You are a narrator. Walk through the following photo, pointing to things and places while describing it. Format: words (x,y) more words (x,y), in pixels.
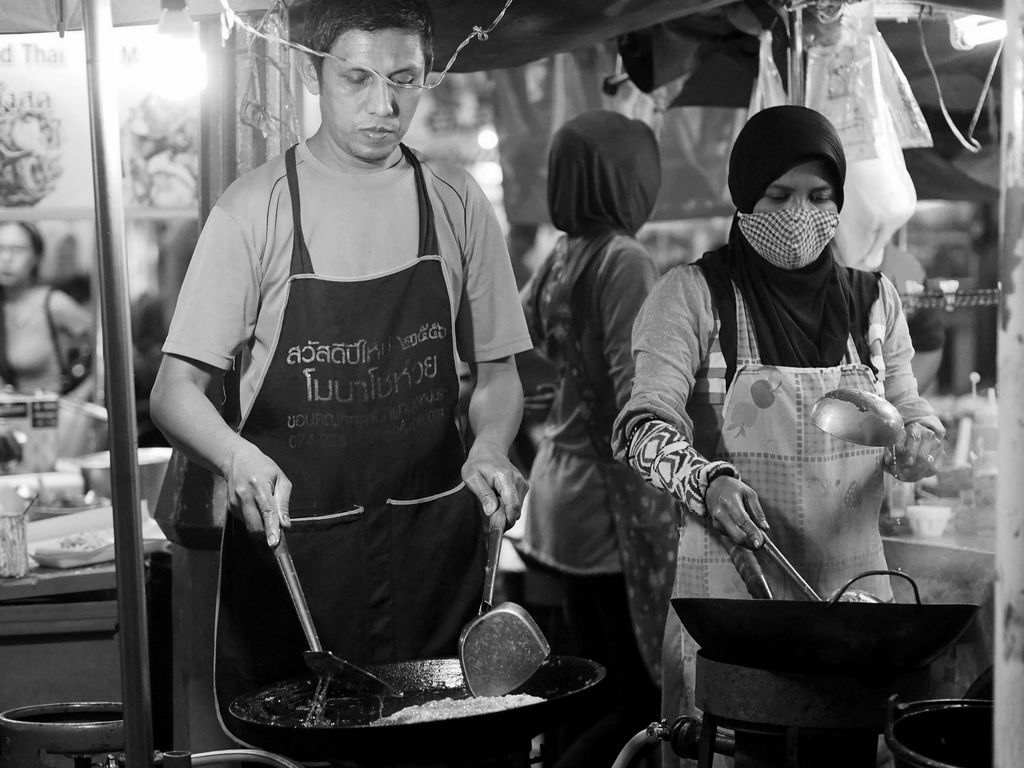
This is a black and white picture. In this picture, we see a man (343,332) wearing a black apron (416,390) is cooking. Beside him, we see a woman (652,411) is also cooking. Behind them, the woman (632,303) is standing. On the left side (18,308), we see a woman (60,327) is sitting. In the background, we see lights (203,70) and plastic covers (862,118). This picture might be clicked in the stalls (68,171).
